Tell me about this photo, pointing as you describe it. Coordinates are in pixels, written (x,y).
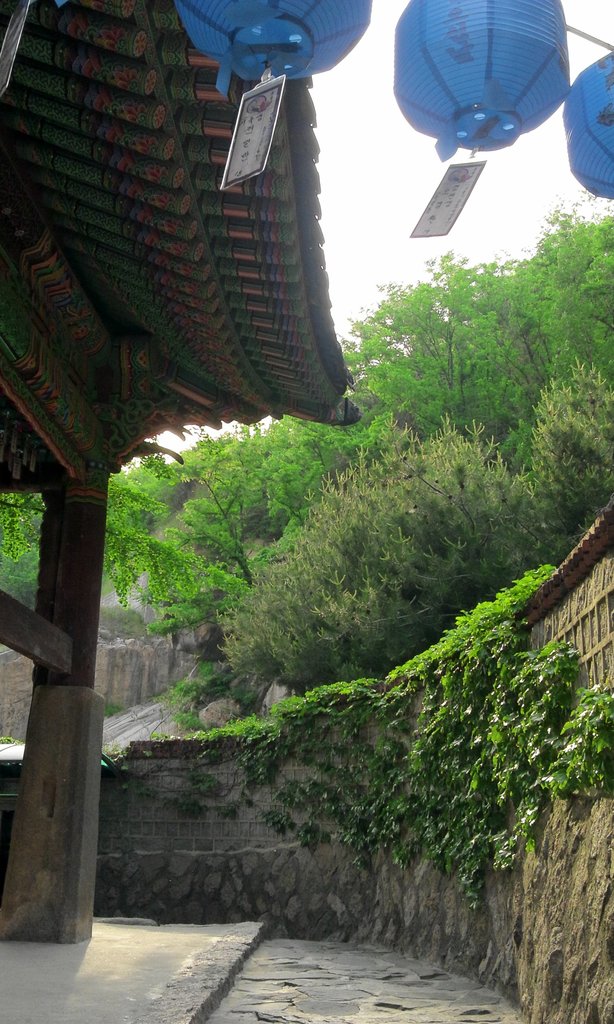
In this image in front there is a rock wall (579,871) with the grass (458,714) on it. At the left side of the image (87,710) there is a building (225,240). Beside the building (28,44) there are three lanterns (439,151). In the background (435,410) there are trees (355,448), rocks (113,667) and sky (389,216).
